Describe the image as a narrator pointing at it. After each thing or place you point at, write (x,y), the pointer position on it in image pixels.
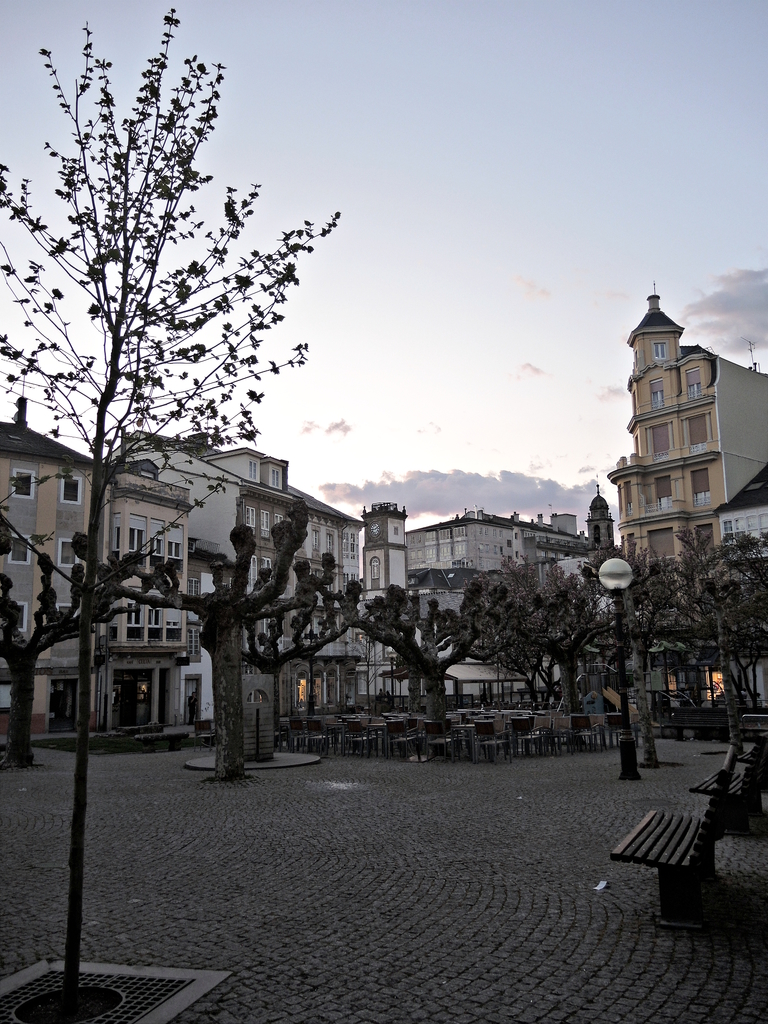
In this picture, on the right side (755,663), we can see some benches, trees (763,555), buildings (762,518). On the left side (220,511), we can also see some trees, buildings (123,497). In the middle of the image (435,587), we can see some street lights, table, chairs (361,711), hoardings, buildings (385,556). On the top (640,199), we can see a sky (600,236) which is cloudy.
